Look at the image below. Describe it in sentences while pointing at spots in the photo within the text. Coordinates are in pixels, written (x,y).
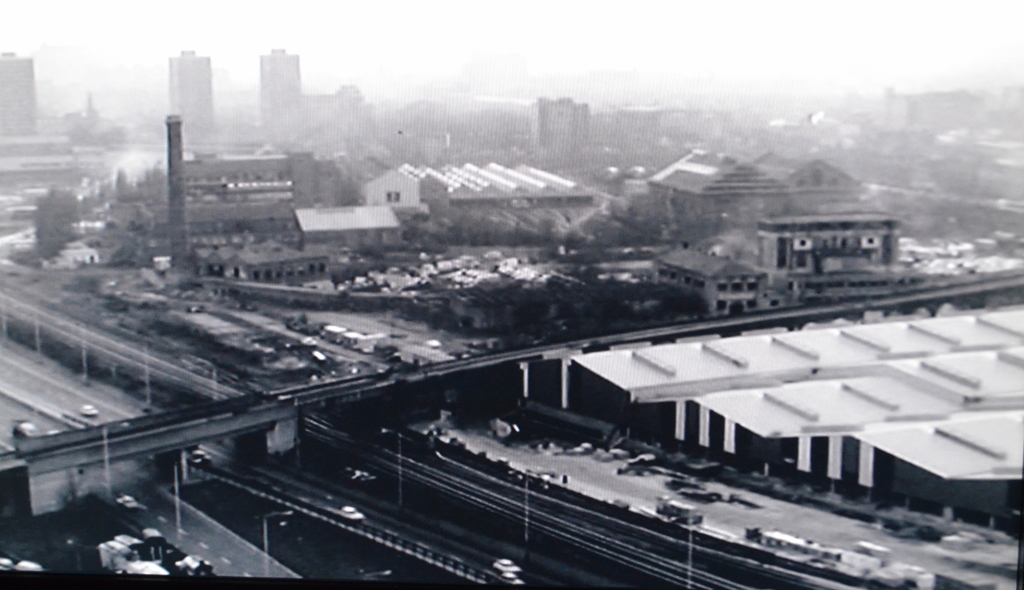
This is a black and white picture of a city (424,375), where there are buildings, fly over (88,479), poles (269,551), lights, roads (260,572), vehicles (870,547), trees (41,239), and in the background (237,30) there is sky (385,27).
